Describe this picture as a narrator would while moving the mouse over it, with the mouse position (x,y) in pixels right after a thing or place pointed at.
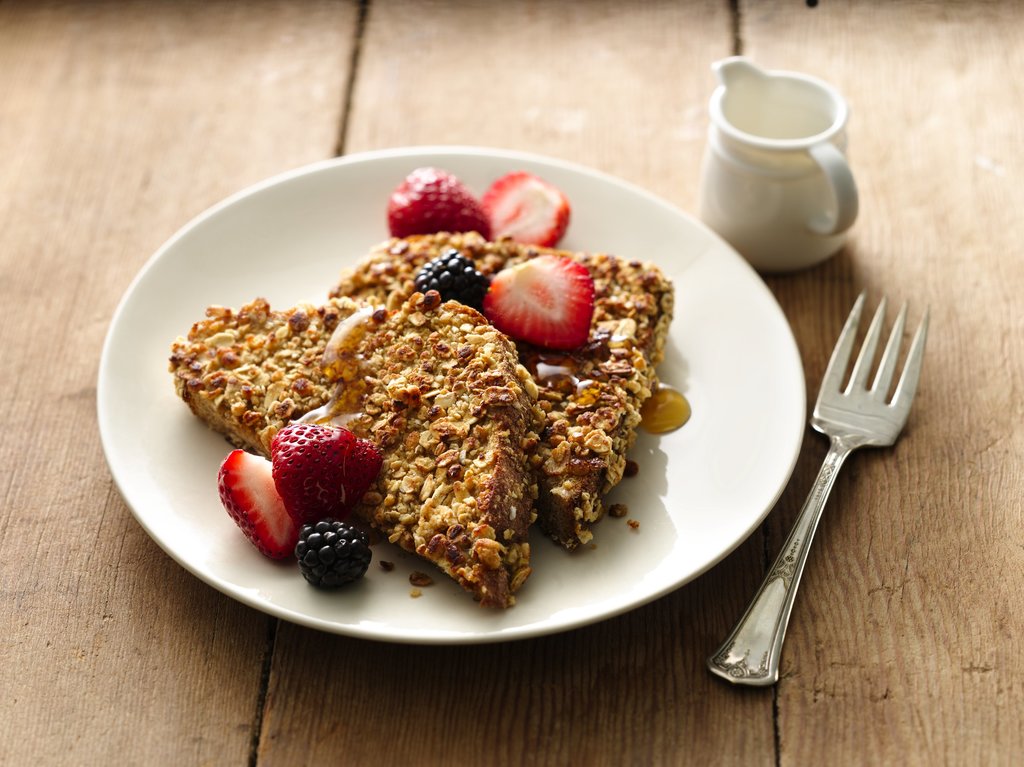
In this image I can see few food items (566,439) in the plate (600,552) and the food items (557,402) are in brown, pink and black color and I can also see the cup (781,144) and the fork (852,340) on the brown color surface (146,577).
